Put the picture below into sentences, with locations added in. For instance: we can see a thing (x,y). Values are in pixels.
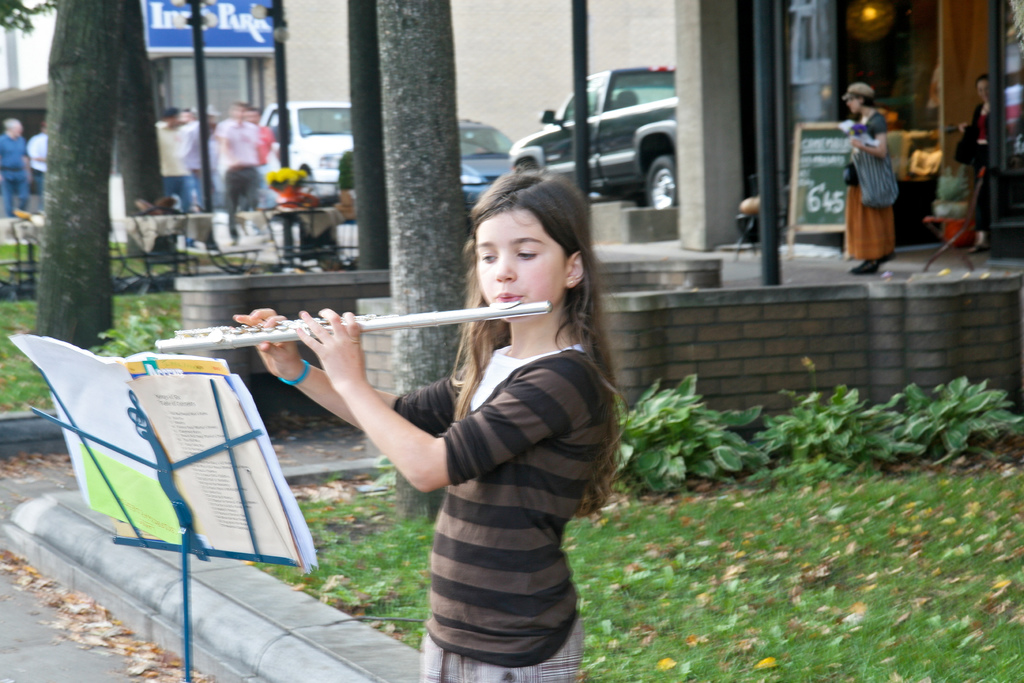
In this image I can see a girl (550,192) is standing and holding a musical instrument (233,329) near her mouth (499,296). Here I can see a stand (148,432) and a book (188,422). In the background (156,252) I can see number of chairs (270,226) and few more people (233,209). I can also see few vehicles (635,116).
